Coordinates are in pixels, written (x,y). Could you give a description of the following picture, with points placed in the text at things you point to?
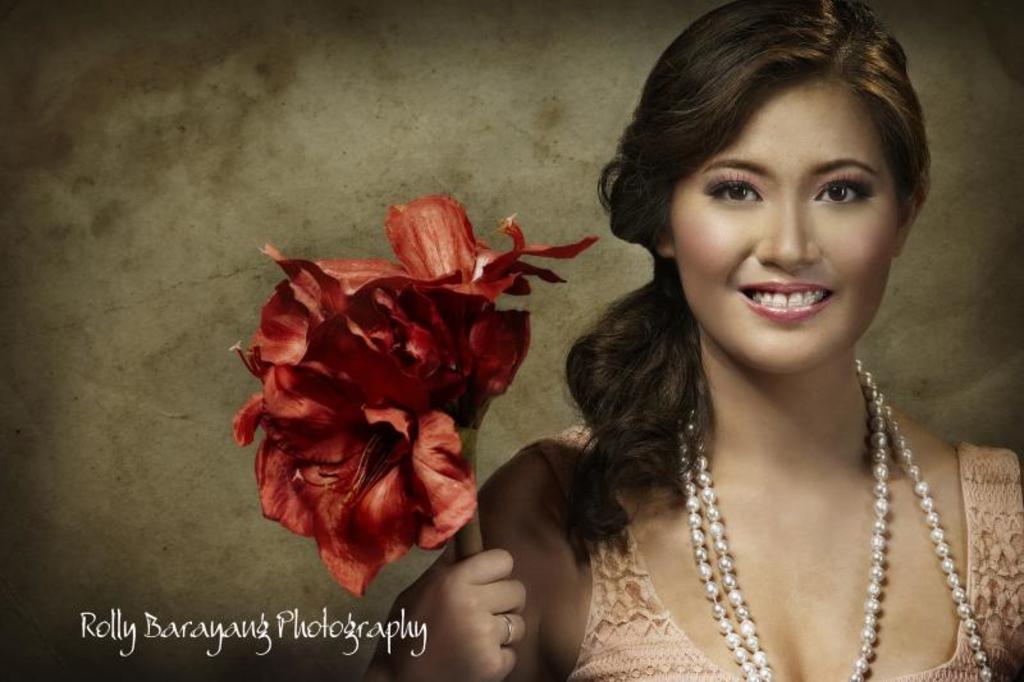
In this image I can see a woman (756,508) is holding the red color flower (476,504), she wore pearls chain (688,476), at the bottom (181,635) there is the water mark (416,633).
